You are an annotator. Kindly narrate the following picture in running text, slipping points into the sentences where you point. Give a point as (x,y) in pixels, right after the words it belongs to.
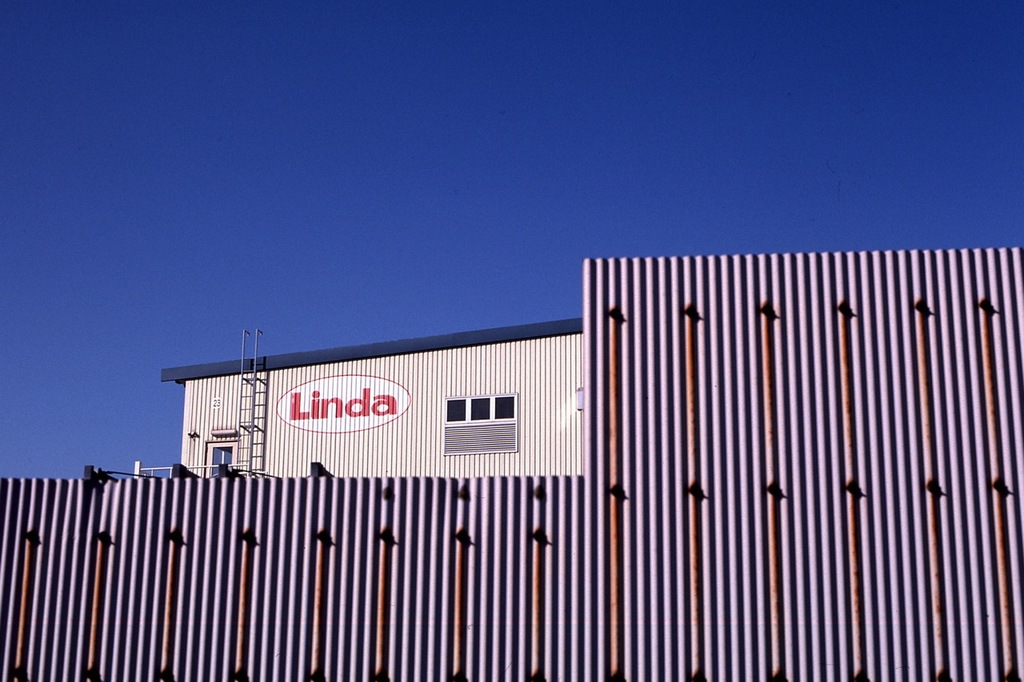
In this picture we can see the metal sheets (370,550). Behind the metal sheets (301,566), there is a building (322,451) with windows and on the building (308,462) it is written something. At the top of the image (313,112), there is the sky (230,126).
